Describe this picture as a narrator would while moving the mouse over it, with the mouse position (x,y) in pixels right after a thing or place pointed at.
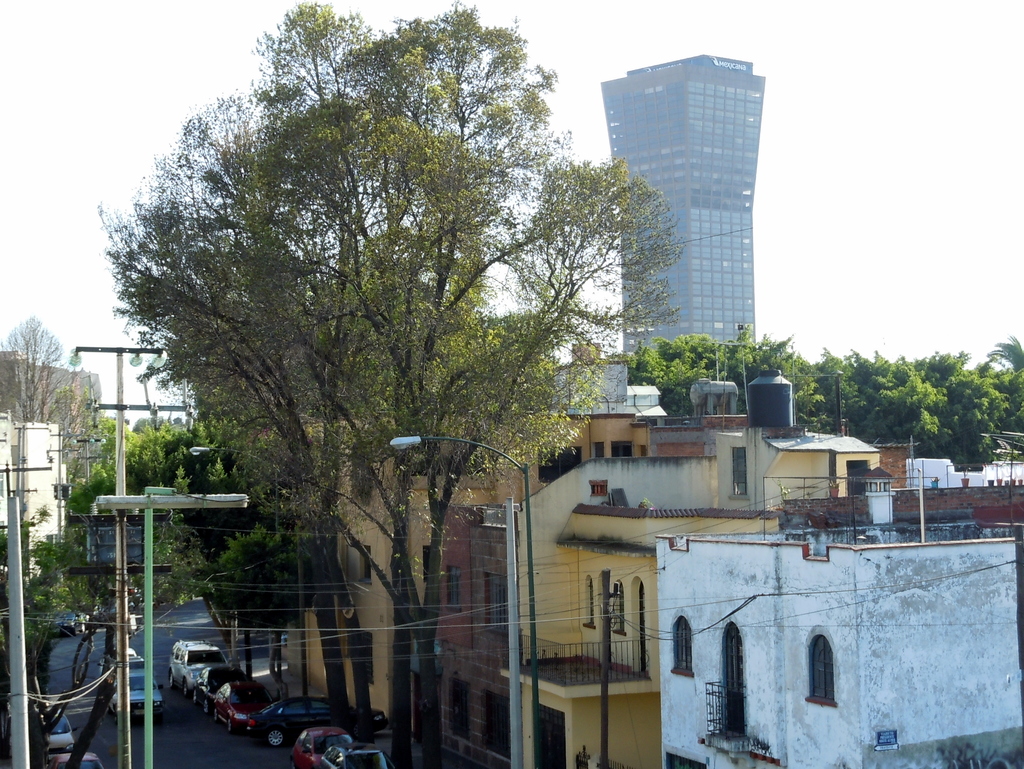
This image consists of many buildings (893,598). In the front (447,350), there are many trees (502,400). In the background (733,192), there is a skyscraper (619,116). At the bottom (240,714), there are many cars (161,711) parked on the road (171,701). On the left (104,571), there are poles (10,555). At the top (110,39), there is sky (143,41).
